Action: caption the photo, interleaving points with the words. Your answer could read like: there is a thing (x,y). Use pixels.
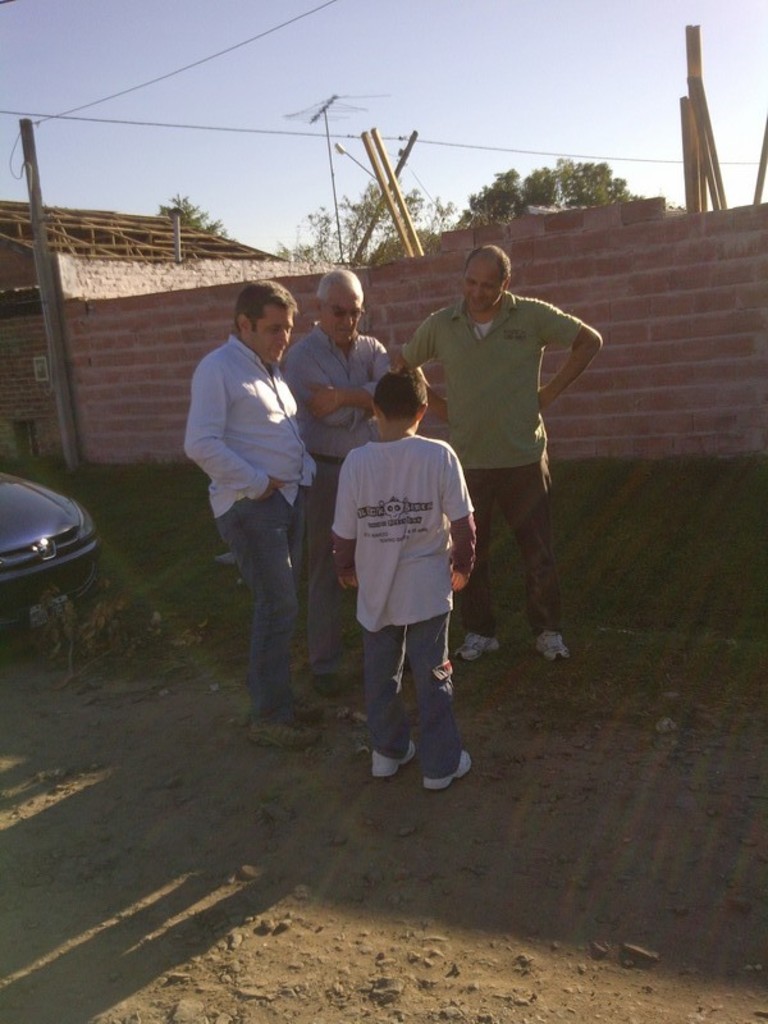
In this image, we can see some people (344,284) standing, at the left side (16,609) there is a car (2,493), we can see a brick wall (607,250) and a tree (546,194), at the top (476,96) there is a sky (357,89).
